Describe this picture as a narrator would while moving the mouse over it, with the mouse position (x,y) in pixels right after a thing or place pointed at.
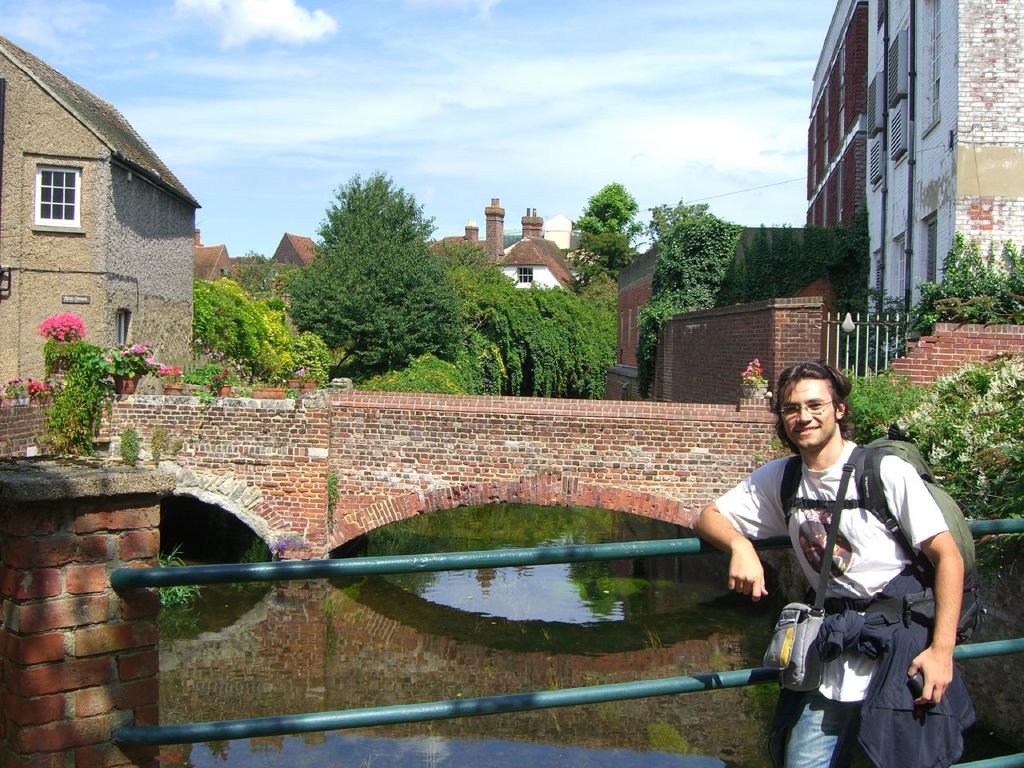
In this image I can see a person (938,603) standing in the front (961,544), wearing a bag (964,538). There is a fence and there is water (192,657) in the center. There are plants (655,353) and buildings (521,271) at the back (801,271). There is sky (565,99) at the top (605,116).
